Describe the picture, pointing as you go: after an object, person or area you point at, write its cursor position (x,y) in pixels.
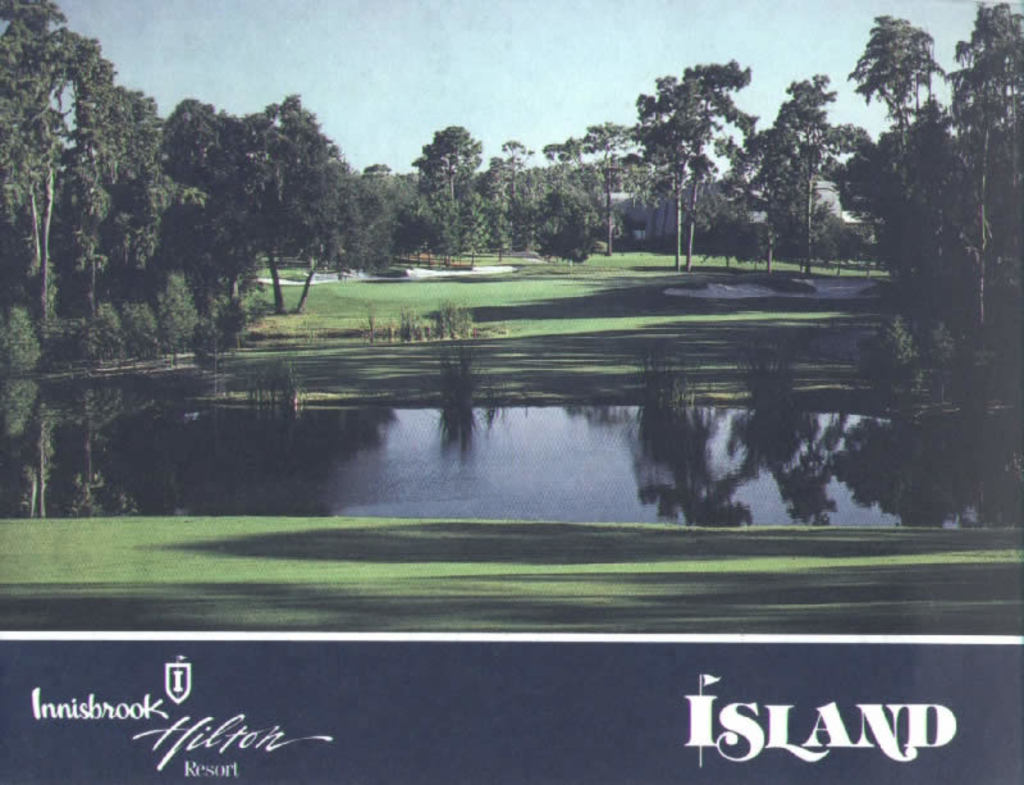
In this image there is a lake (469,444), grass (496,356), bunkers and trees (700,217), at the bottom of the image (281,745) there is some text (226,729).
